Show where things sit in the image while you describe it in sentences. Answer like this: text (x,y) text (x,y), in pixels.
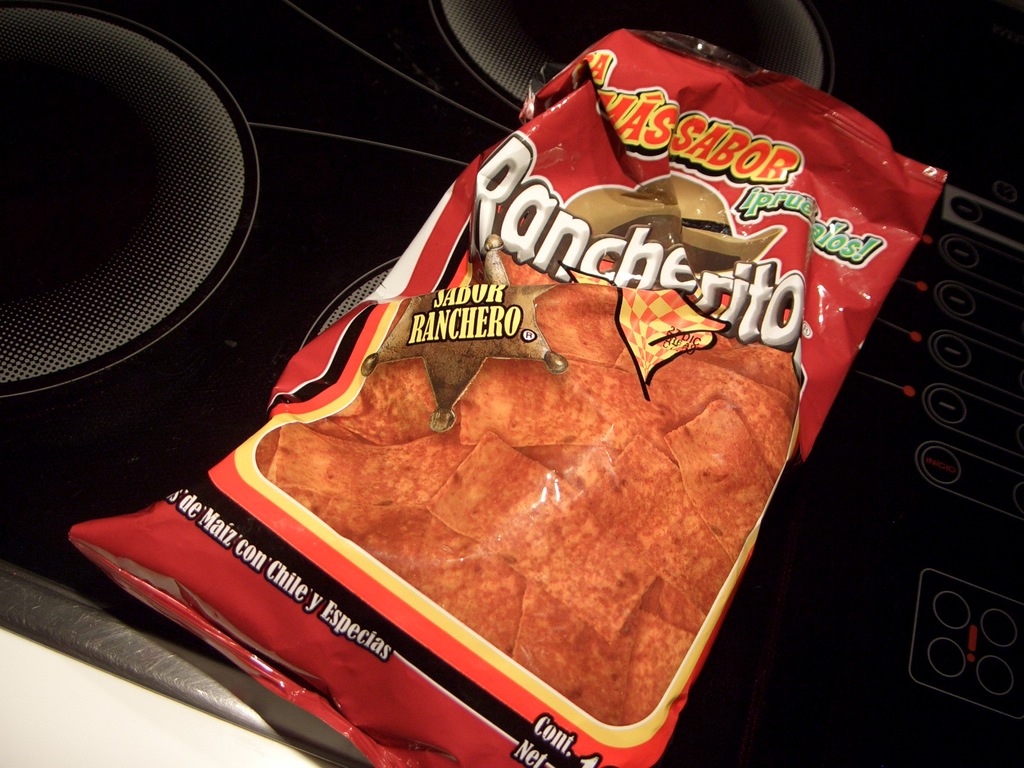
In this picture there is a snacks wrapper (434,281) in the image.
